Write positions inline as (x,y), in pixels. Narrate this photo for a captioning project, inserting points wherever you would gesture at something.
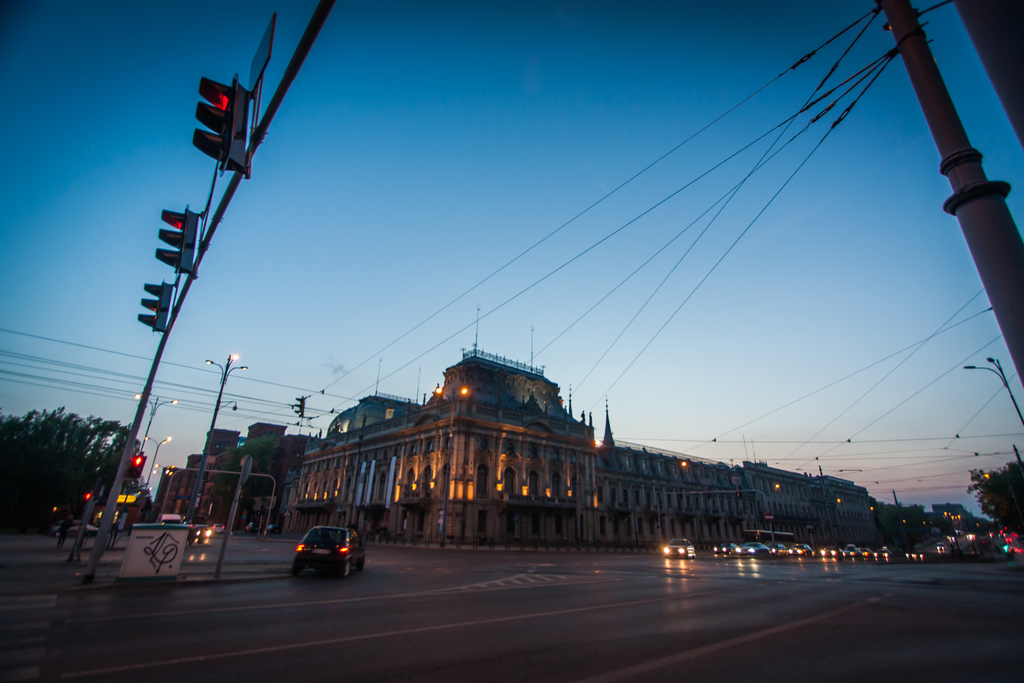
In this image, in the middle (490,450) there are buildings (531,523), streetlights (208,360), electric poles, cables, traffic signals (226,151), trees (86,443), cars (785,554), vehicles (799,551), lights (208,535), road (521,551) and the sky (472,145).
